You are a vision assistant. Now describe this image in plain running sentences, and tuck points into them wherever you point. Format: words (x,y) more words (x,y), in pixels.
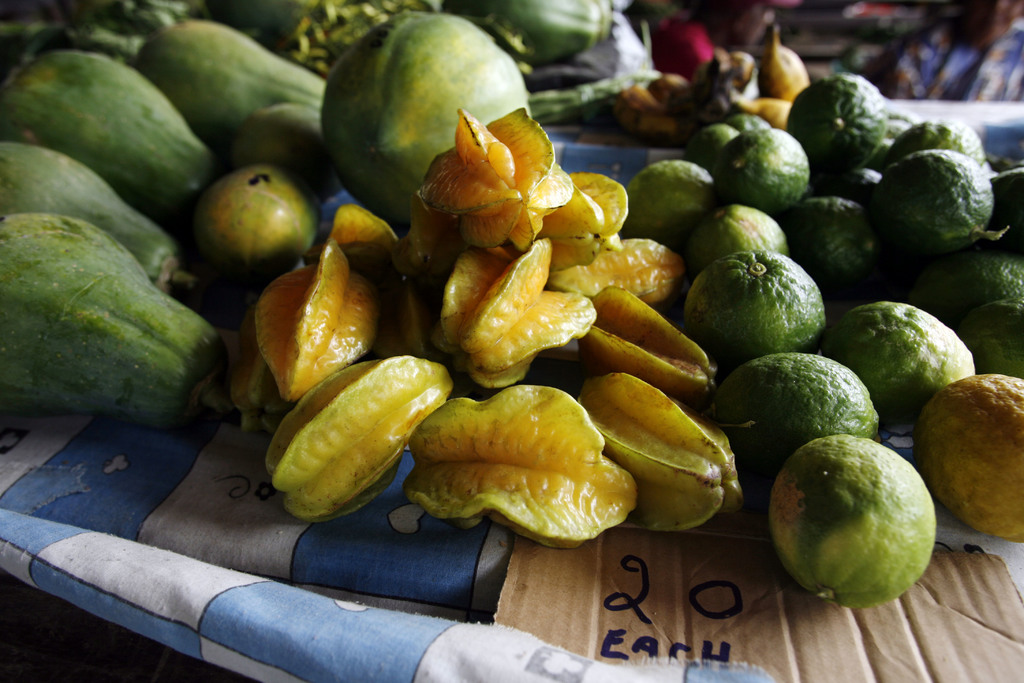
In this picture we can see some fruits (964,226) on a blue cloth (12,480). We can see some text (607,657) and numbers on a cardboard (720,541). There are a few people (963,38) in the background (995,42). Background (796,6) is blurry.
